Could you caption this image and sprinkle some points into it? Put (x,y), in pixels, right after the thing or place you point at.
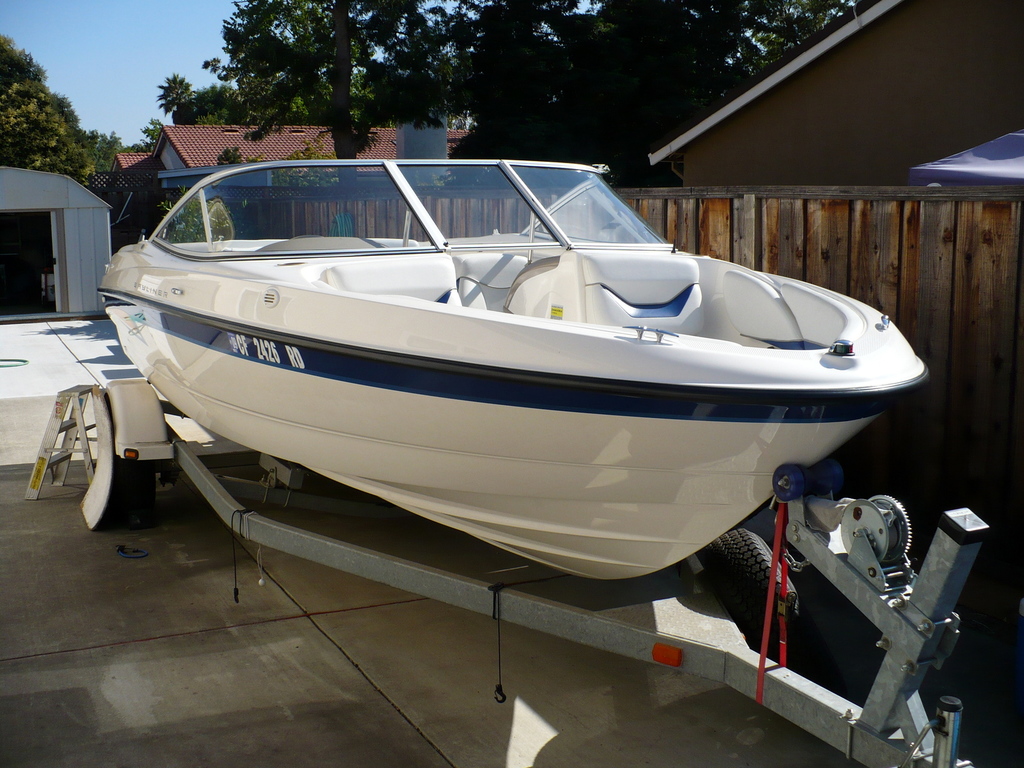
In this image we can see a boat (684,252). In the background of the image (354,97) there are houses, trees (305,63). There is a wooden fencing (745,239). At the bottom of the image (250,644) there is floor (421,707).
